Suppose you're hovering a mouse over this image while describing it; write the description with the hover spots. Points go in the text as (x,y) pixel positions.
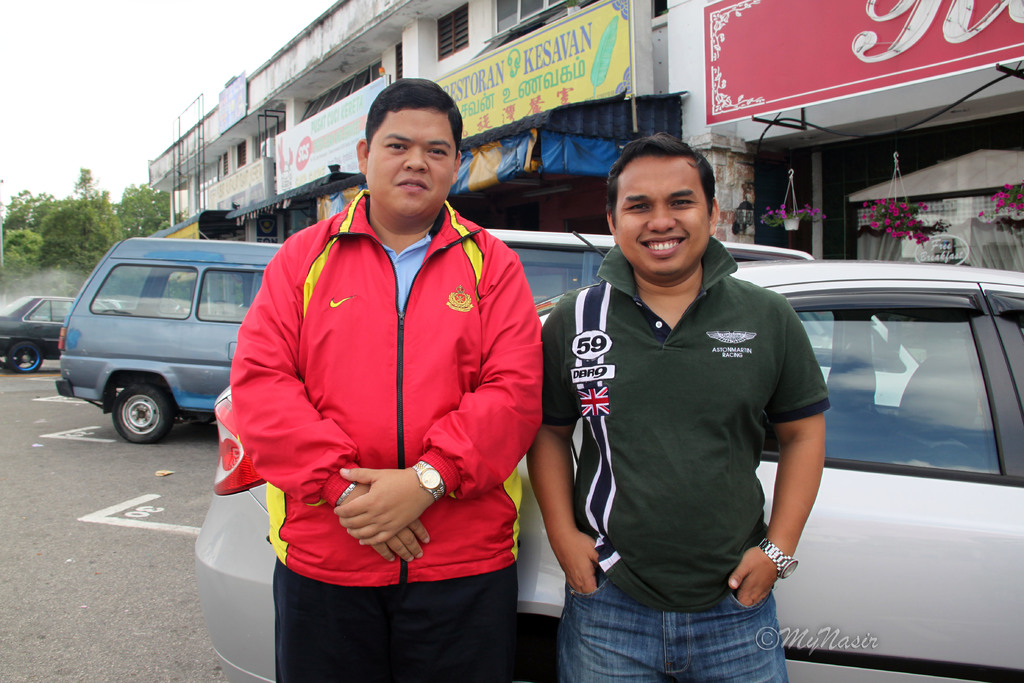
Here in this picture we can see two men (462,248) standing on the road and we can see both of them are smiling and behind them we can see number of cars (43,304) present on the road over there and we can also see buildings (357,42) and hoardings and trees (103,204) all over there.
